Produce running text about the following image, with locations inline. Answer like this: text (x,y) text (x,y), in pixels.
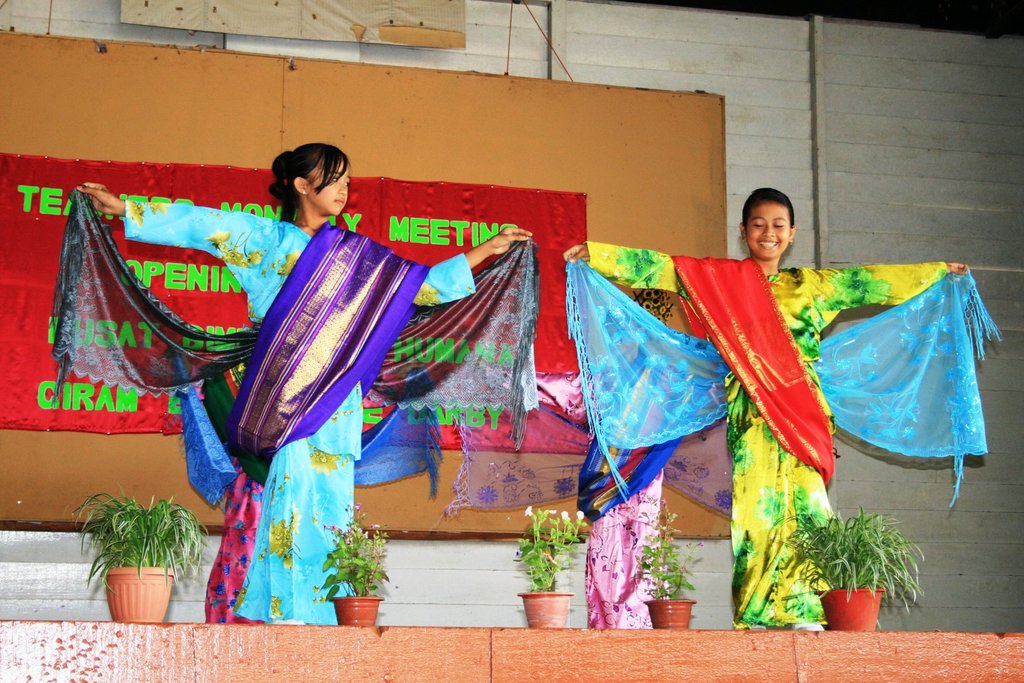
This image consists of four persons (326,252) dancing on the dais (955,641). At the bottom (370,556), there are potted plants (860,619). In the background (388,187), there is a banner (20,314) fixed on the wall (773,124).
